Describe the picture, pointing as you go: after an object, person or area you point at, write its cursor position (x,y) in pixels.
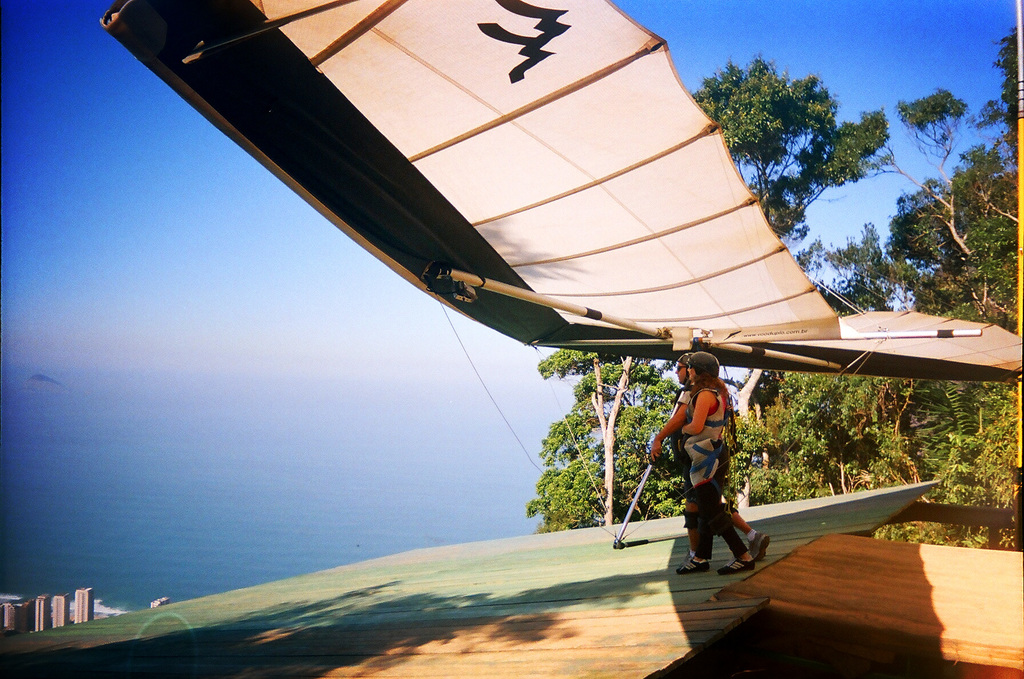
In the foreground of the picture (704,128) there are two persons (690,412), hang glider (683,329), ramp (640,610), some wooden objects (760,596). In the center of the picture (666,404) there are trees (879,390). On the left (129,436) there is a water body (226,496). At the top (300,222) it is sky (672,43).
